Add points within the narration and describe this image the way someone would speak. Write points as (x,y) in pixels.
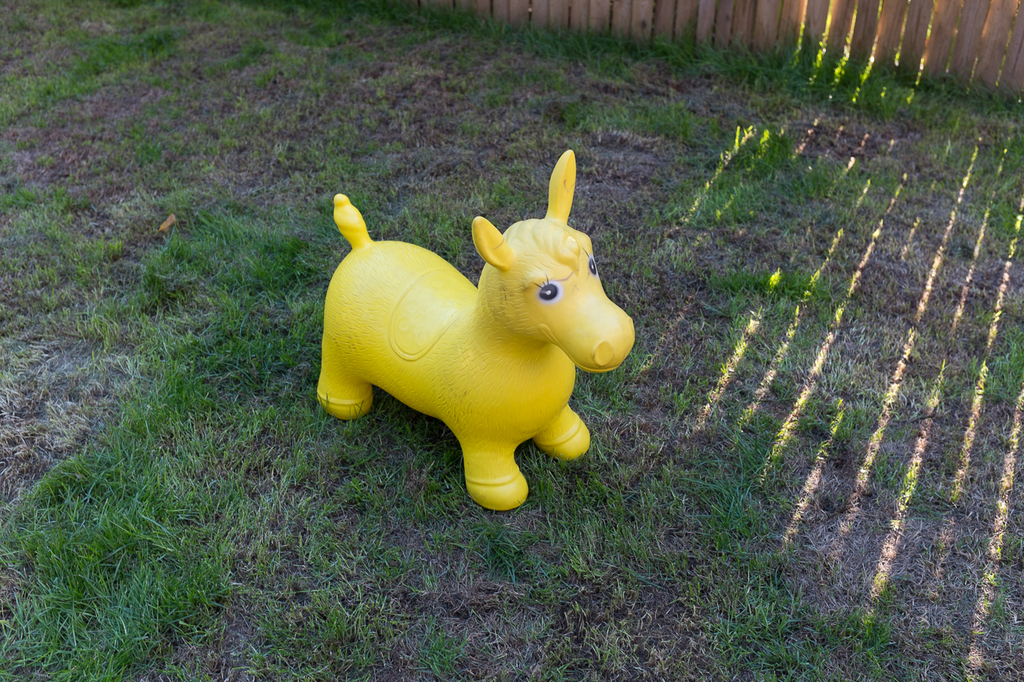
In this image we can see there is a toy (556,303) on the surface of the grass (399,480). At the top of the image (769,19) there is wooden fencing (800,26).
